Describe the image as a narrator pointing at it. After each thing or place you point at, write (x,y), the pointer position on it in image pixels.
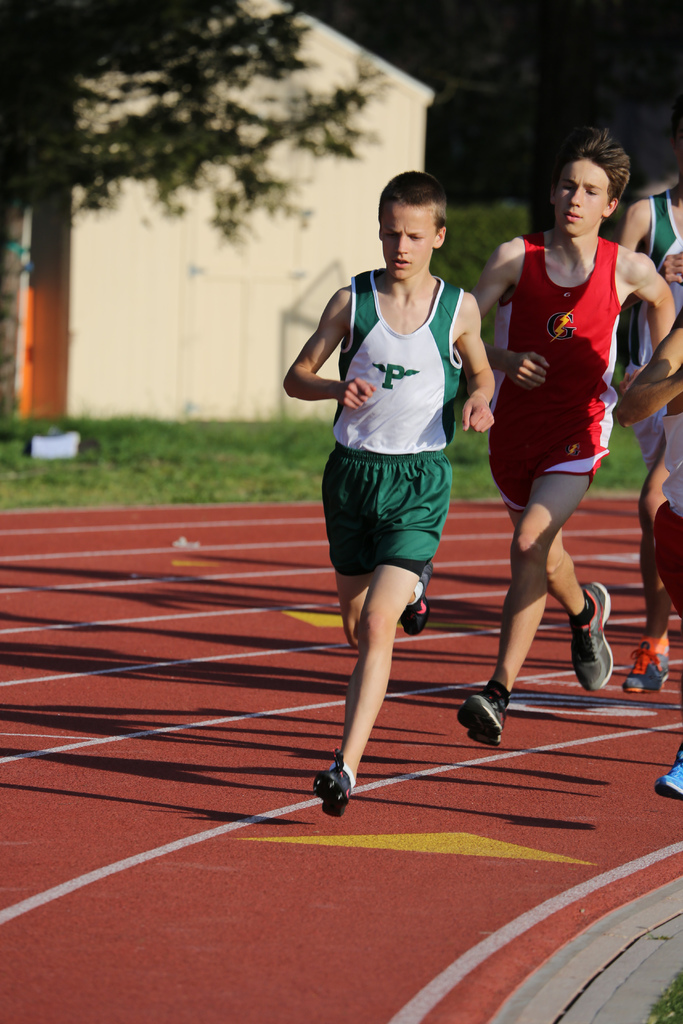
It is a running race the boys (473,704) are running on the ground (167,711), behind the ground (449,540) there is a grass (181,458) and some trees (301,35).
